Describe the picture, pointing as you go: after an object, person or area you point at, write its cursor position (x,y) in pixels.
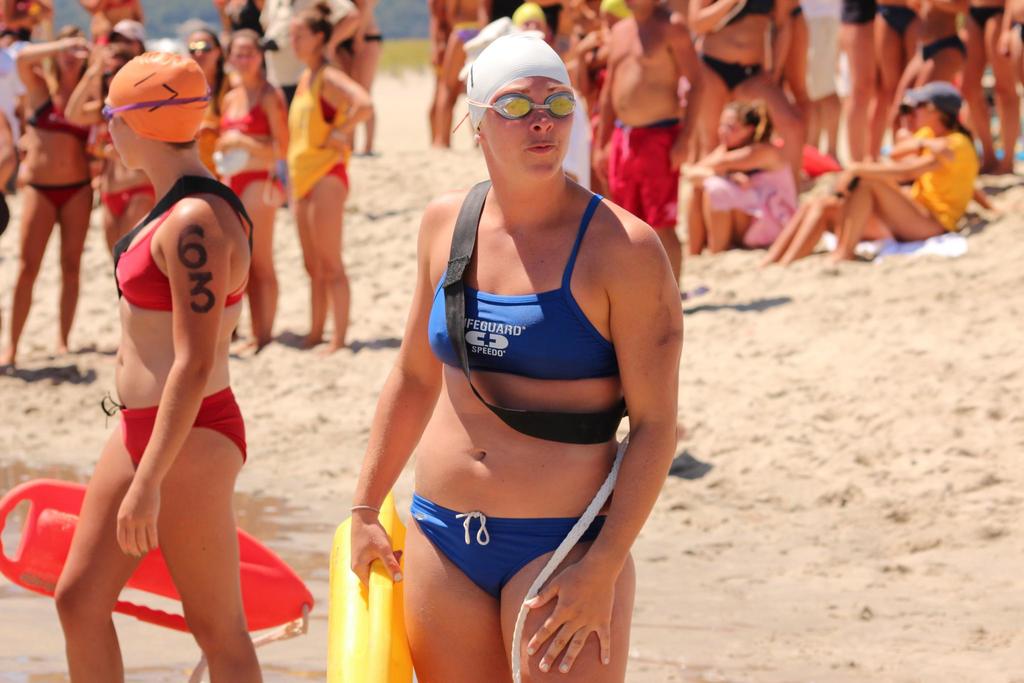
Here in this picture, in the front (434,263) we can see two women (452,218) standing on the ground (313,366) and we can see sand (405,476) present on the ground (405,476) and we can see both the women (393,450) are wearing caps (485,94) and goggles (517,95) on them and holding something in their hands (151,528) and behind them also we can see other number of people (299,211) standing and sitting on the ground (281,447).
